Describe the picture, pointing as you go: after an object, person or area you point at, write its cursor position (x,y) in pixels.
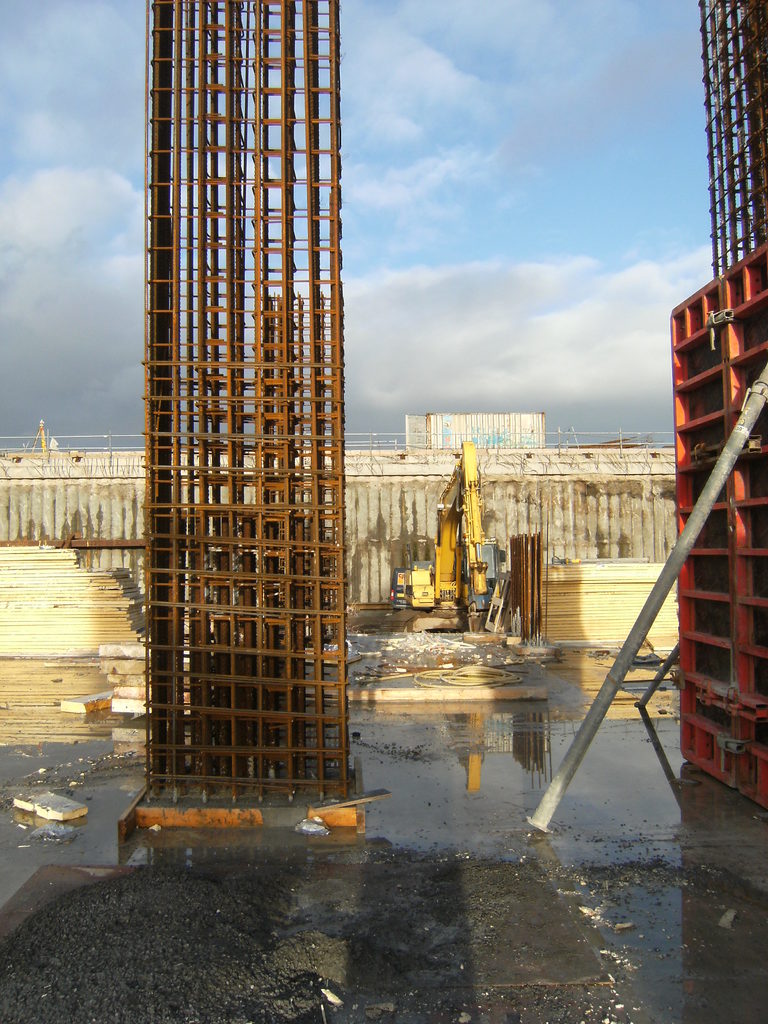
this picture shows a concrete wall (622,485) and an excavator (460,476) and a metal rods (164,7) for the construction of a pillar (311,777) and a blue cloudy sky (519,382).
